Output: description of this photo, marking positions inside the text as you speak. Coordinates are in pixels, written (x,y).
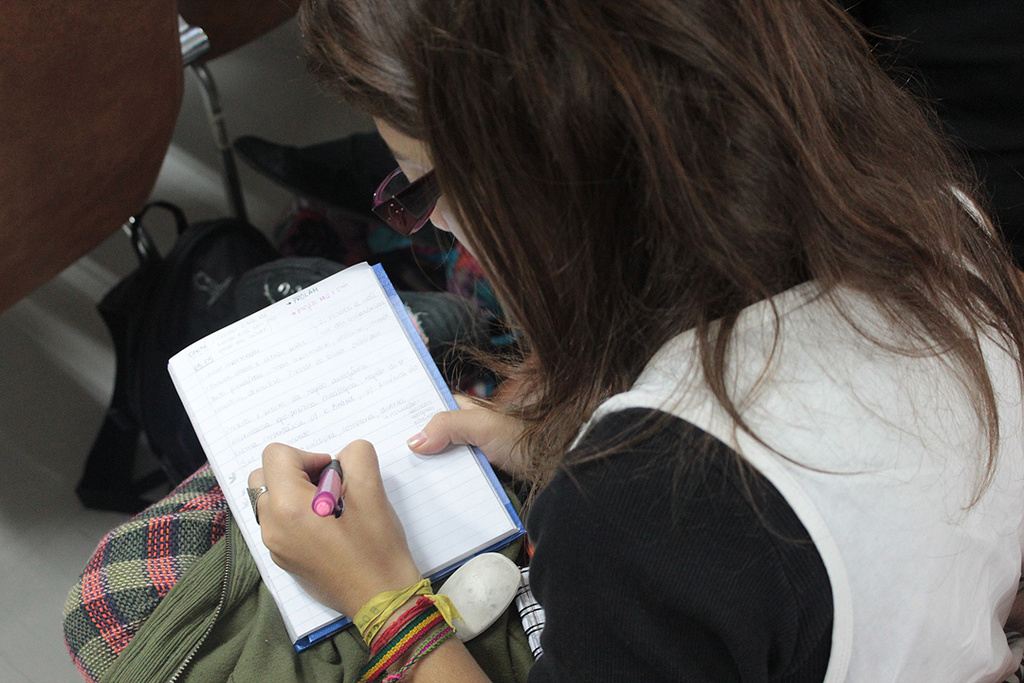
In this picture we can see a woman (622,215), she wore spectacles (404,182), and she is writing with the help of pen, in front of her we can see baggage (242,282) and a chair (159,115).
